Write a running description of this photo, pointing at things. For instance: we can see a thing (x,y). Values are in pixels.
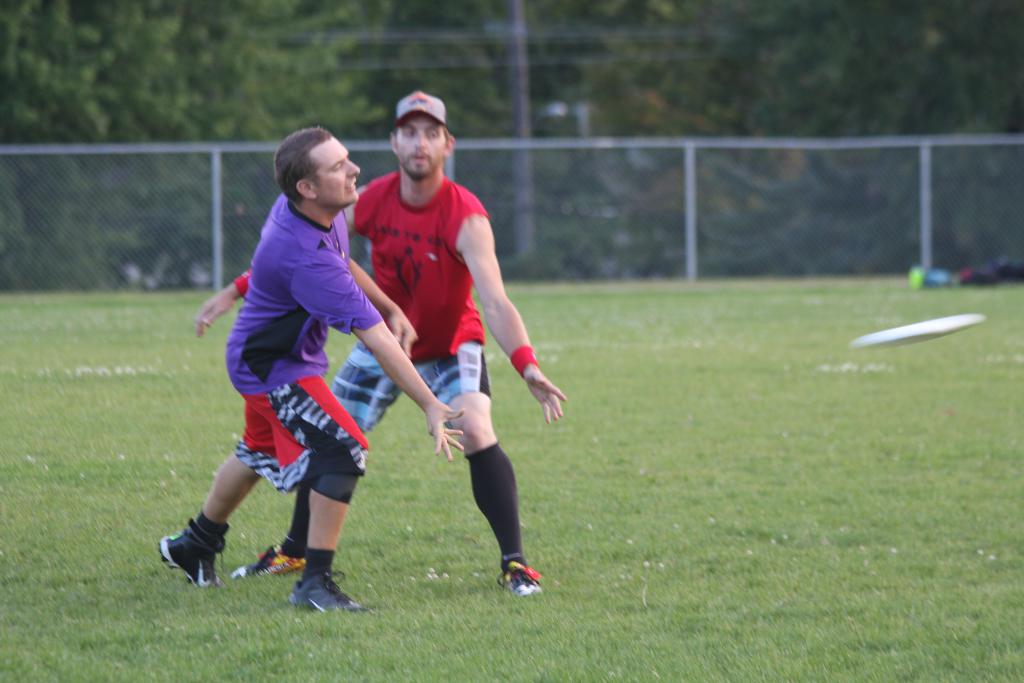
In this image I can see 2 people (345,382) playing on the grass (680,535). There is a white frisbee (906,329) on the right (924,326). There is a fence (565,175), pole (518,130) and trees (792,72) at the back (792,72).
